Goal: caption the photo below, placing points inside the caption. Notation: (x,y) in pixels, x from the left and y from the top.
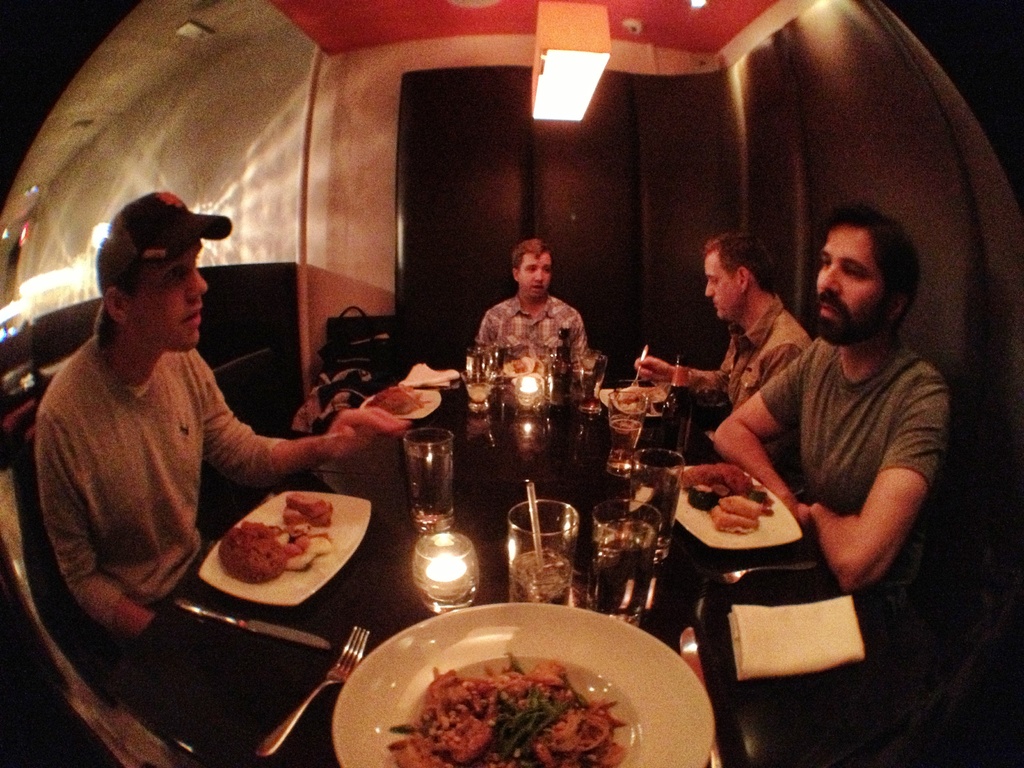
In this image we can see some people (833,556) sitting on chairs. One man (757,280) is holding a spoon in his hand (656,379). In the center of the image (645,483) we can see some plates (743,544) containing food (262,543), glasses (437,491), spoons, bottles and some candles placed on the table (448,420). In the background (380,333), we can see some objects (344,355) placed on the ground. At the top of the image (561,20) we can see lights (542,63) on the roof (382,43).
